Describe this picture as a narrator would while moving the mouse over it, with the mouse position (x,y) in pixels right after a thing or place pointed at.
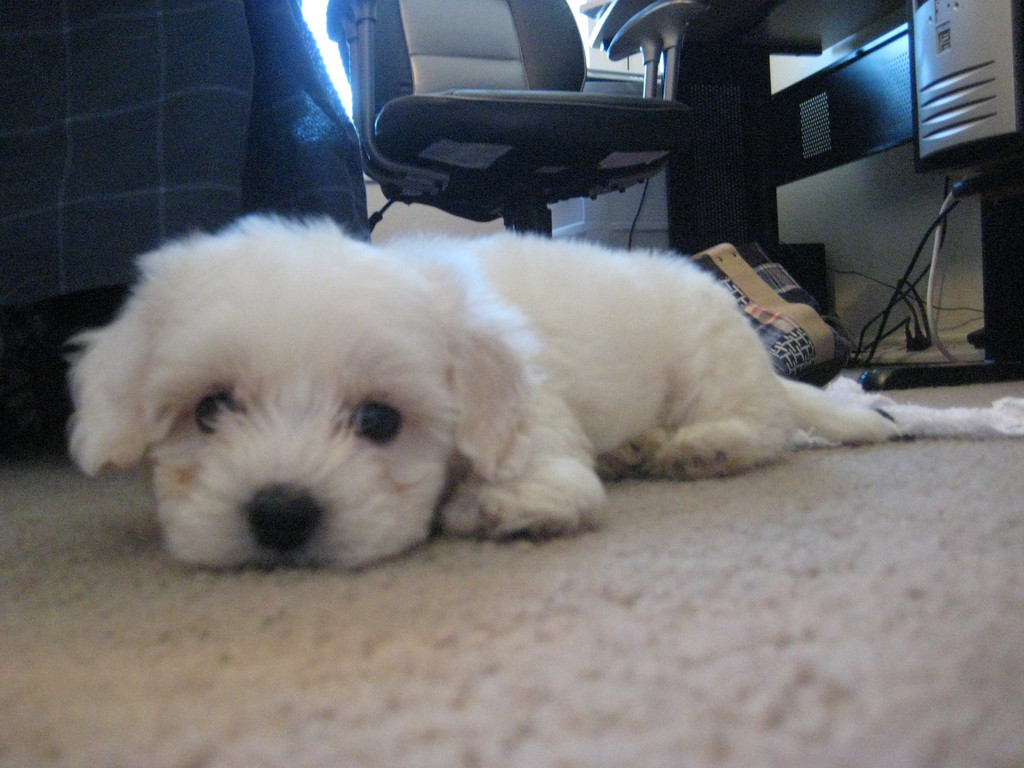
In this image we can see a dog (690,408) lying on the carpet (715,532), bag (736,271), chair (586,153), table (737,10) and cables (925,334).
